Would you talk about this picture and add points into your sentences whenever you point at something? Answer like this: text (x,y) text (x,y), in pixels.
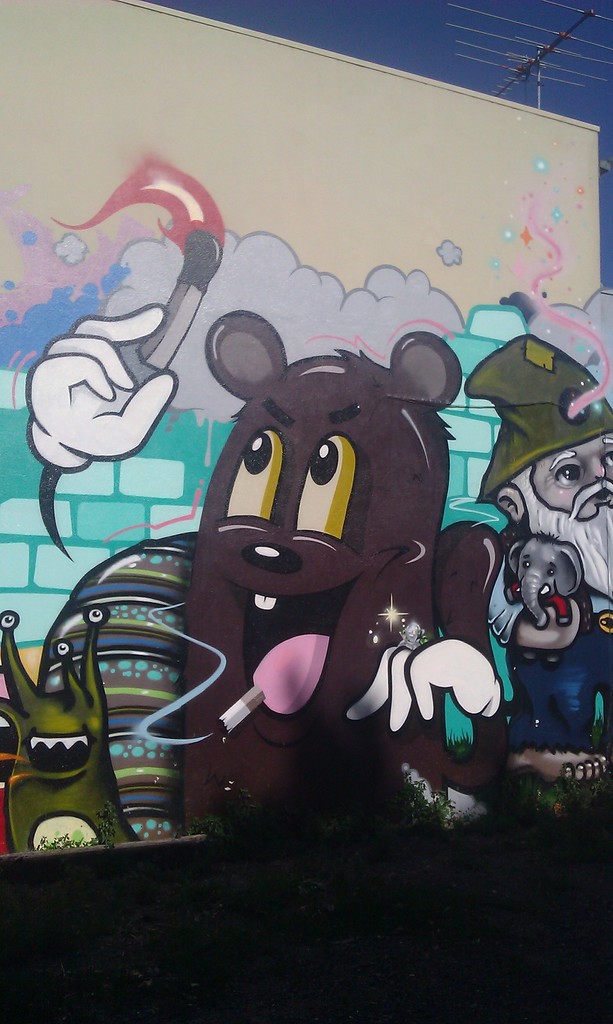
In this image I can see few multicolor paintings (423,739) on the wall (416,215) and the wall (352,178) is in cream color, background (349,11) the sky (419,28) is in blue color.
